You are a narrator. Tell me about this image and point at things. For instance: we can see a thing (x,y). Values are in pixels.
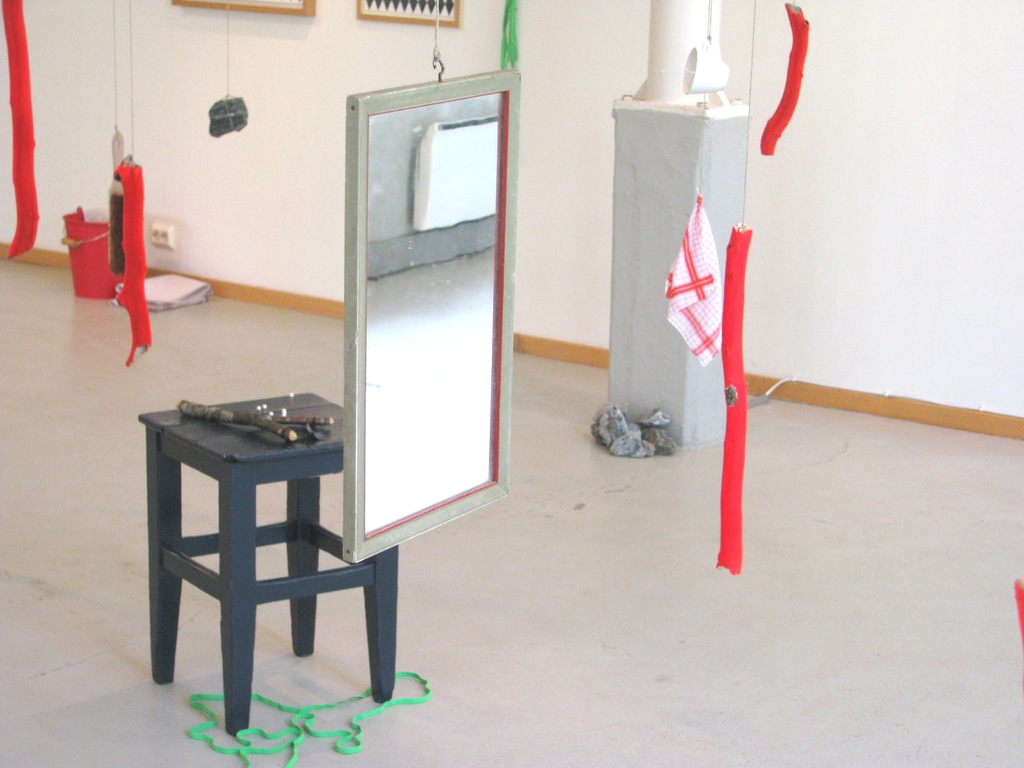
In this image I can see few red color objects (803,65), mirror (348,308), stone (227,112), cup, cloth (709,356) are hanged. Back I can see few frames (416,13) are attached to the white color wall (607,89). I can see the bucket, few objects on the floor (592,649) and I can see black color object (279,427) on the stool (279,448).
